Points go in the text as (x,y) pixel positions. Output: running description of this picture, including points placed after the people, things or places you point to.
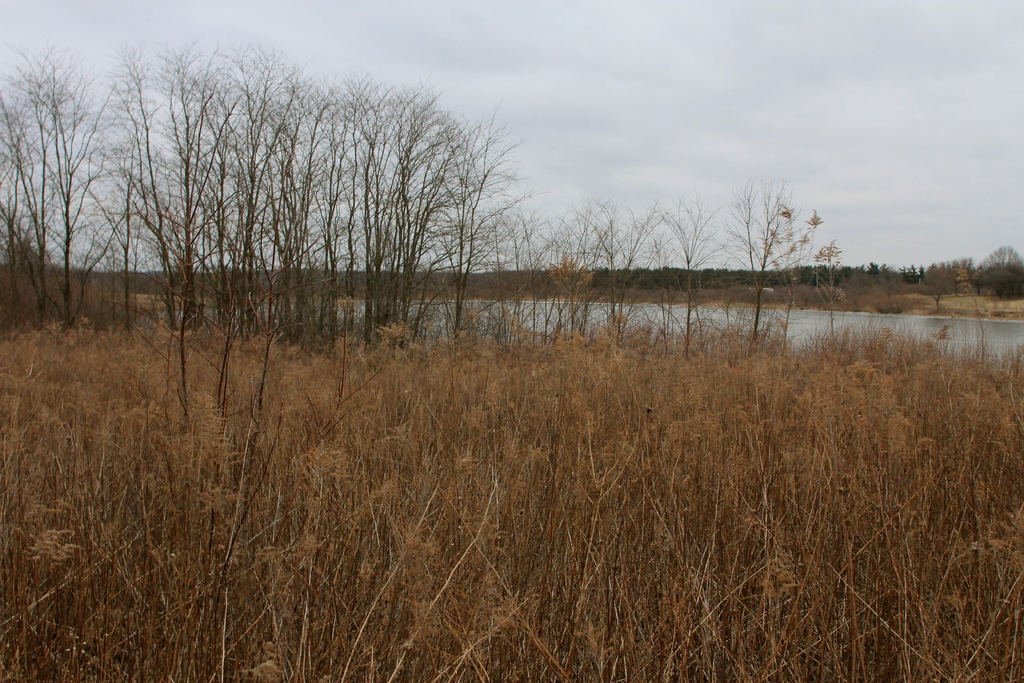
At the bottom of the image (516,473) there are small dry plants (384,476). Behind them there are trees (351,243) without leaves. In the background (1008,333) there is water (995,333) and also there are trees (999,271). At the top of the image (459,84) there is a sky (615,204) with clouds (300,25).
